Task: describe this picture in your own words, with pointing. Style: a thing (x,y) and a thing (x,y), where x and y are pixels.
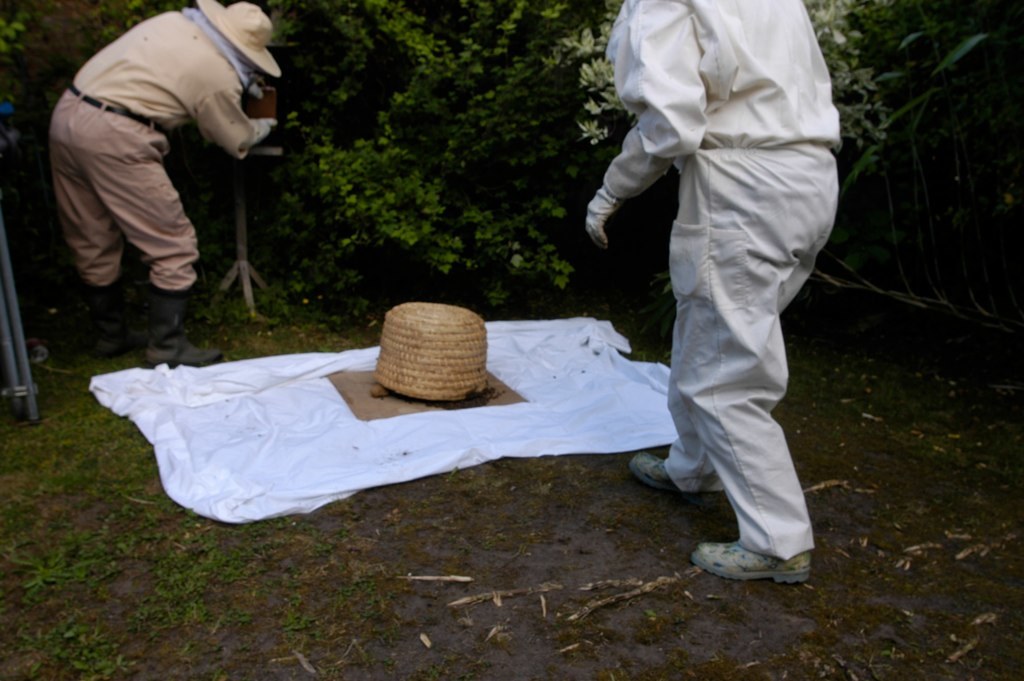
In this image there are two persons (698,210) standing, and in the center (604,378) there is one plastic cover basket (448,375) and some board (367,393) and in the background (242,200) there is pole (263,151) and box (249,102) and a person (172,44) is fixing something and in the background (869,104) there are some plants (284,155) at the bottom (688,555) there is grass (290,558) and mud (468,543).
